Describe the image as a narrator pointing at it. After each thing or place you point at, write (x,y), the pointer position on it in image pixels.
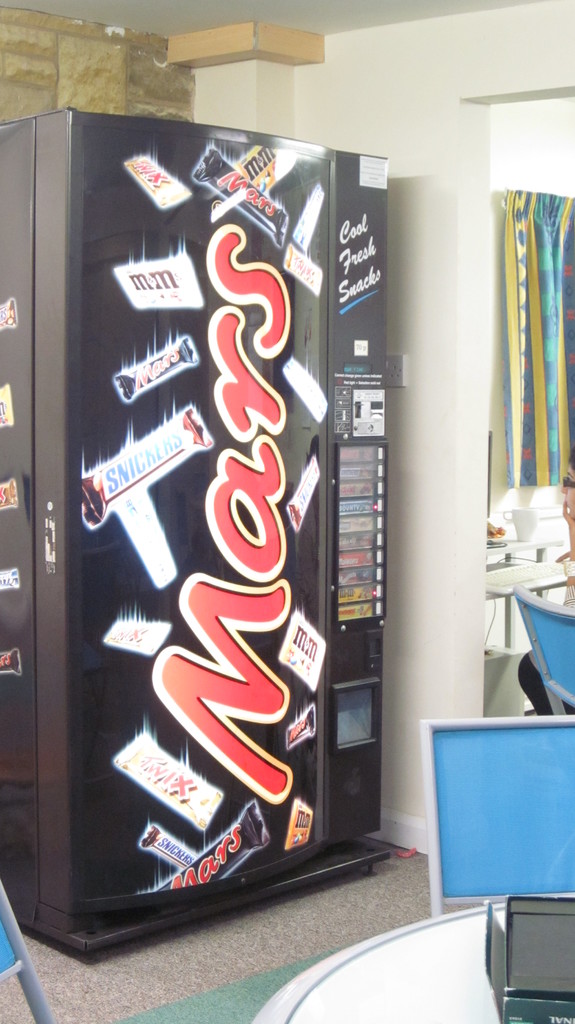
On the left side of the image (146,509) I can see a vending machine (175,793), walls (362,79) and socket (391,375). In the front of the image (374,975) there is a table (382,965), chairs (519,802) and an object (504,1013). On the right side of the image (572,199) I can see a curtain (510,231), a person (574,472), chair (547,605), table (544,574), keyboard (511,575), cup (519,531) and things (510,555).
